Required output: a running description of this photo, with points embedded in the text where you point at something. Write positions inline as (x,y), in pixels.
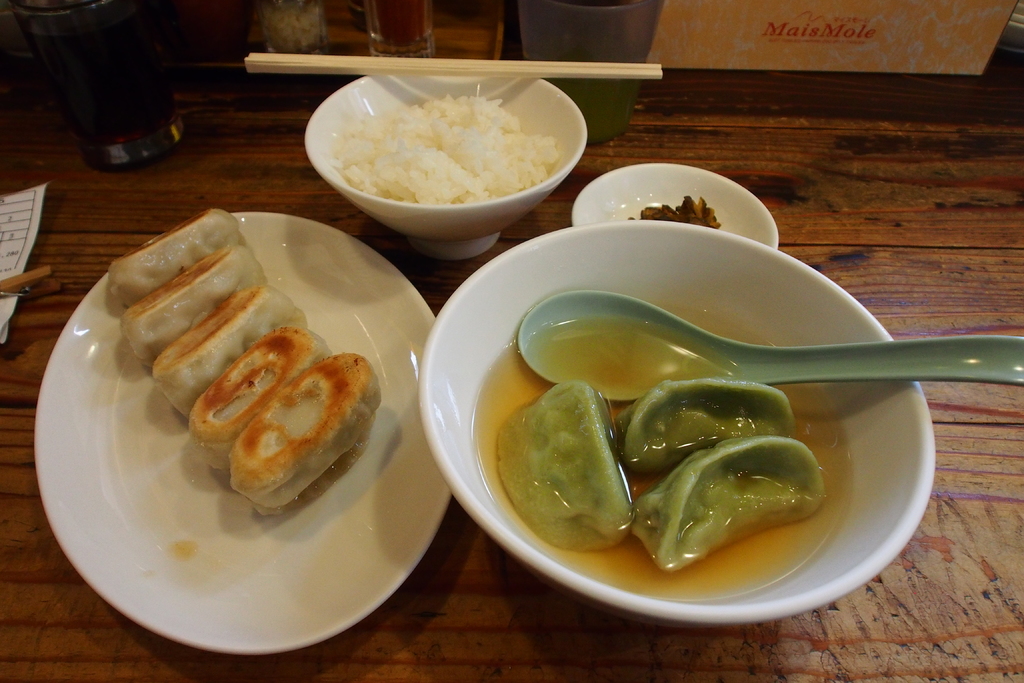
As we can see in the image there is a table (212,189). On table (3,439) there is glass (393,18), box (660,20), plates (187,478), bowls (501,218), spoon (788,368), chopsticks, paper (29,243) and different types of food items (288,363).
